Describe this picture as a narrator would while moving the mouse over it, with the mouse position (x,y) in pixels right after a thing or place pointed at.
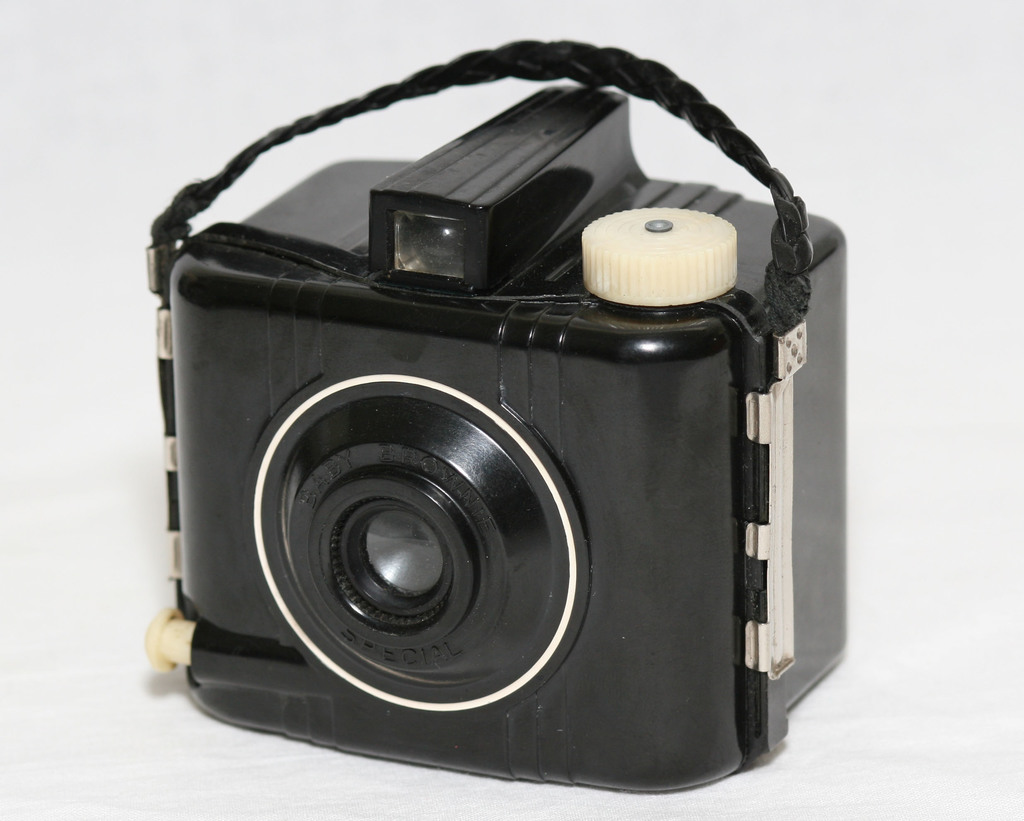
In this image we can see a camera (507,355) on the surface (13,748).
